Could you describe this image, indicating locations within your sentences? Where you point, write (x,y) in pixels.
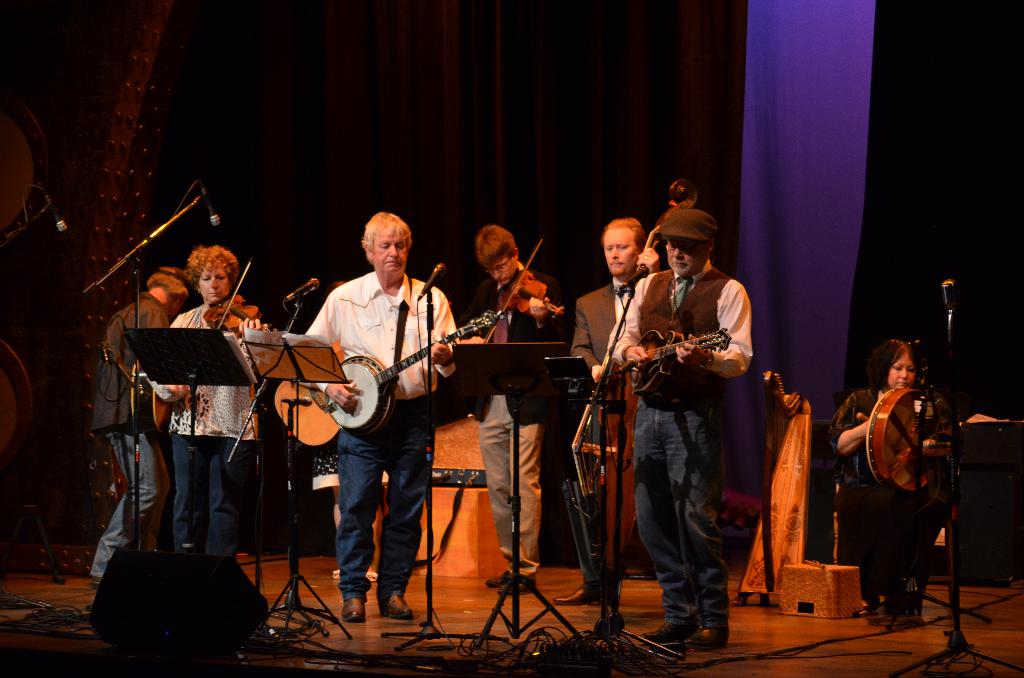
In the image we can see there are people (380,339) who are standing and they are holding musical instruments (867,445) in their hand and a woman (874,530) is sitting and she is playing drum (885,476).
